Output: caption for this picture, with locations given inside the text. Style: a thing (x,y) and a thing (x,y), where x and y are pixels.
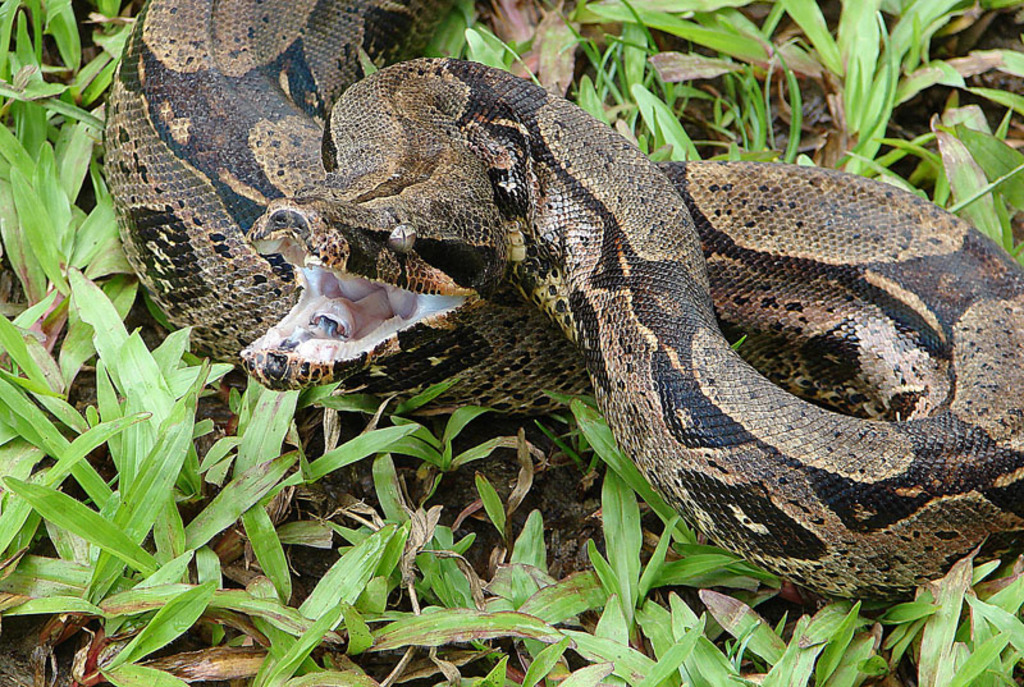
In this image, we can see a snake (891,208). We can see the ground (413,486) with some plants (383,486).
